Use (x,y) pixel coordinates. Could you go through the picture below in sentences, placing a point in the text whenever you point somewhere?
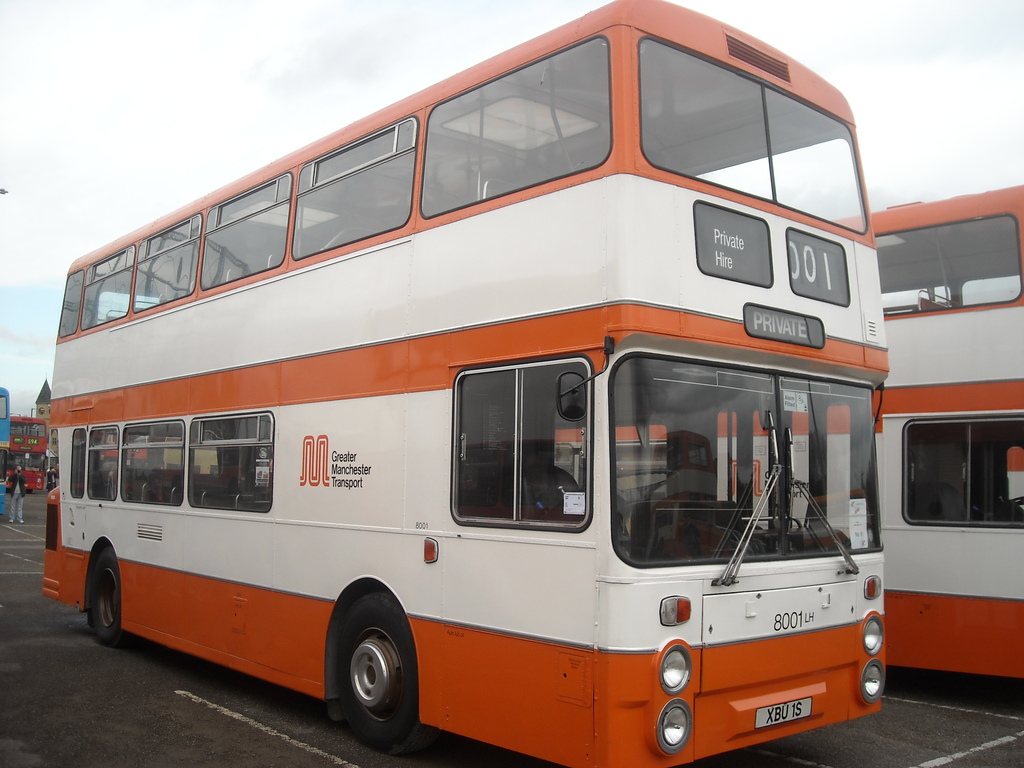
In this picture I can see Double Decker buses (161,592) on the road (20,627), there is a person (49,479), a house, and in the background (232,120) there is sky (252,126).
